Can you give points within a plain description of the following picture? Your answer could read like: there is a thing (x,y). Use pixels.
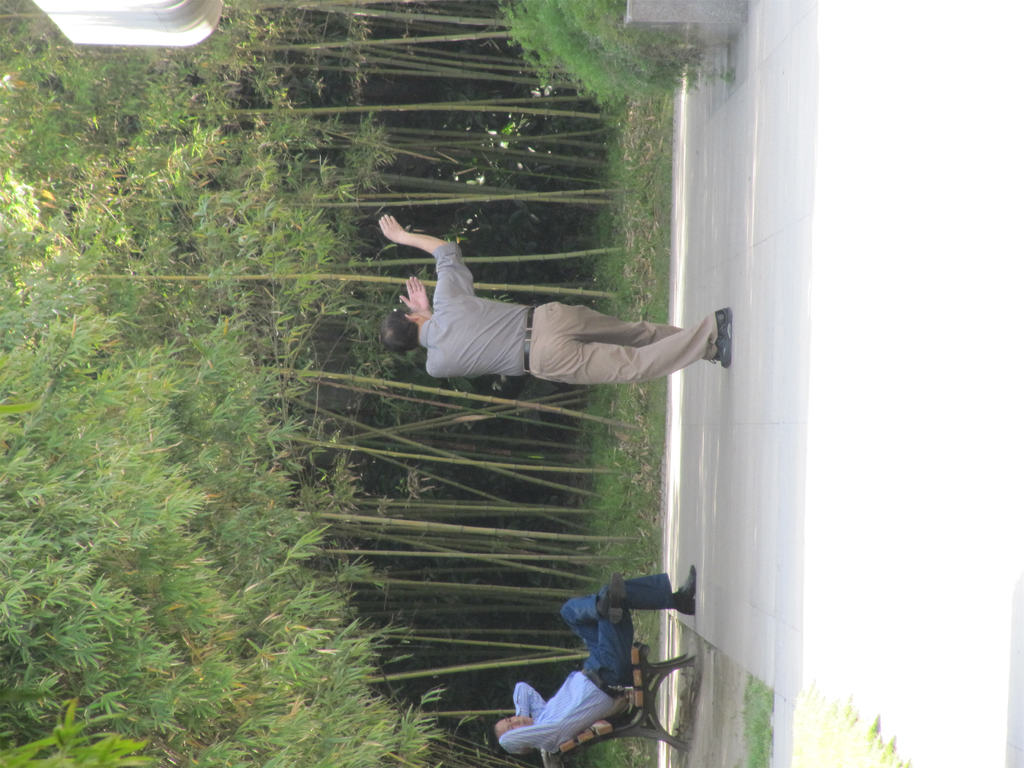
In the center of the image (675,339) there is a person (417,244) standing on the floor (689,500). To the left side of the image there is a person (663,598) sitting on the bench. In the background of the image (274,431) there are trees (184,161). At the bottom of the image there is a floor (790,425).
